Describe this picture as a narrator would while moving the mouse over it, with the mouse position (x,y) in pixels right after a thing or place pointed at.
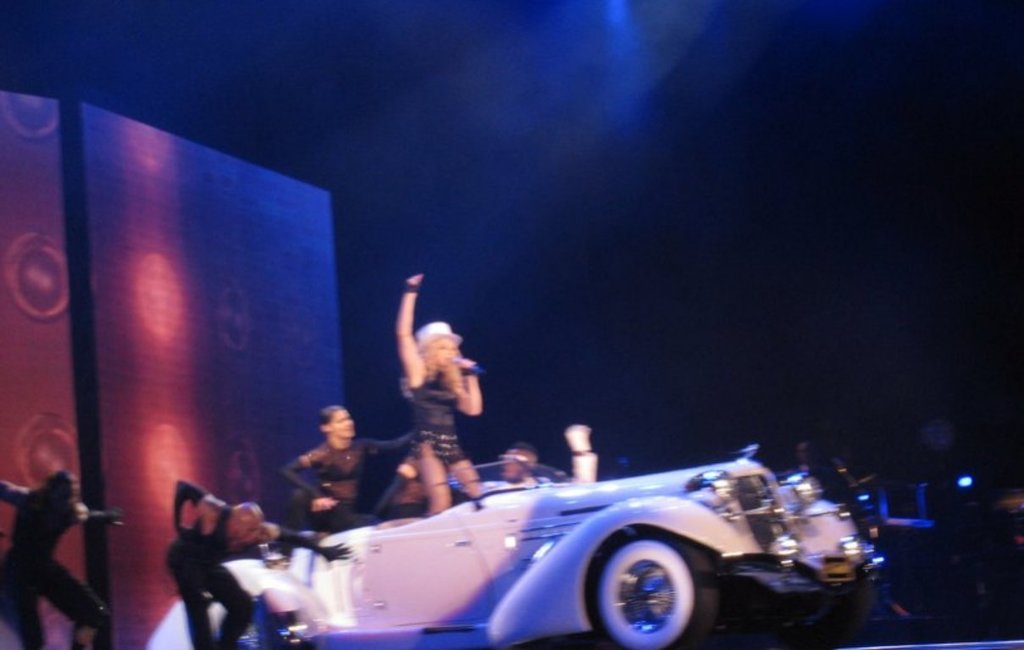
In this image we can see a woman (451,380) is standing in the car (442,550) and holding a mic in her hand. These people (344,442) are standing near the car (416,567). In the background (251,420) we can see a screen (268,331) and show lights (963,482).
